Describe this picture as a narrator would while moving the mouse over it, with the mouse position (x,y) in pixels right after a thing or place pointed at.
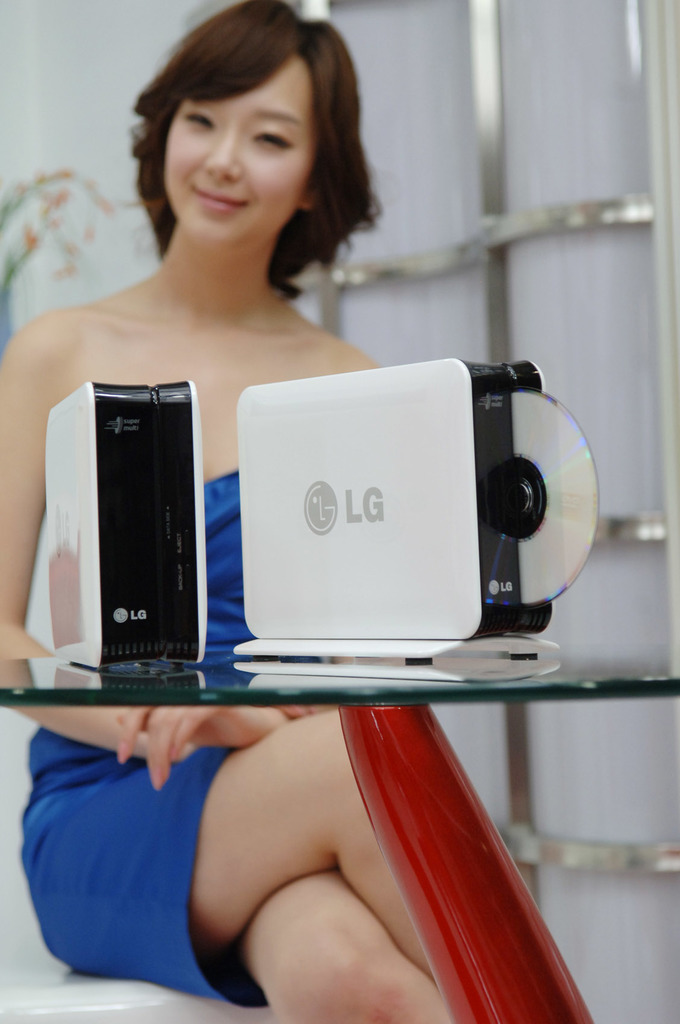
In this picture we can observe a woman (266,249) sitting on the white color stool (50,985). She is wearing blue color dress (82,878). The woman (97,827) is smiling. In front of her we can observe a glass table (420,681) on which two devices (303,529) are placed which are in white color. The background (113,179) is blurred.
